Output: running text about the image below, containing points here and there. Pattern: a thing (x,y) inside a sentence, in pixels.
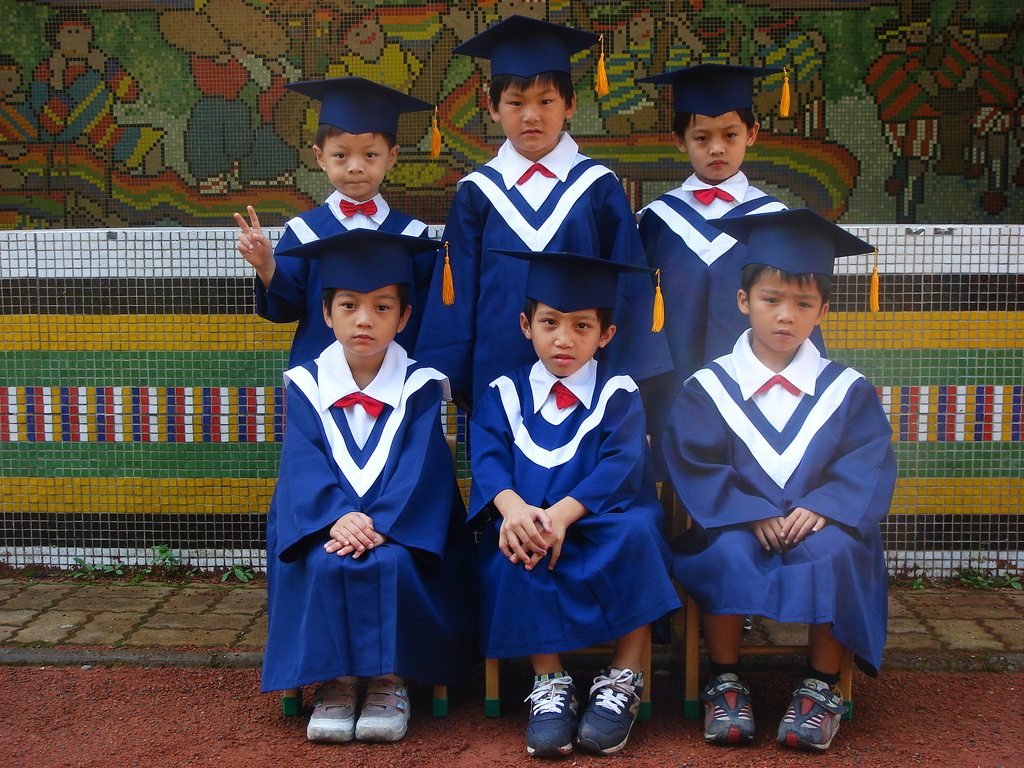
In this picture we can see kids (401,345), few are sitting on the chairs (693,602) and few are standing, behind them we can see fence (123,343) and painting (860,136) on the wall (868,120).
